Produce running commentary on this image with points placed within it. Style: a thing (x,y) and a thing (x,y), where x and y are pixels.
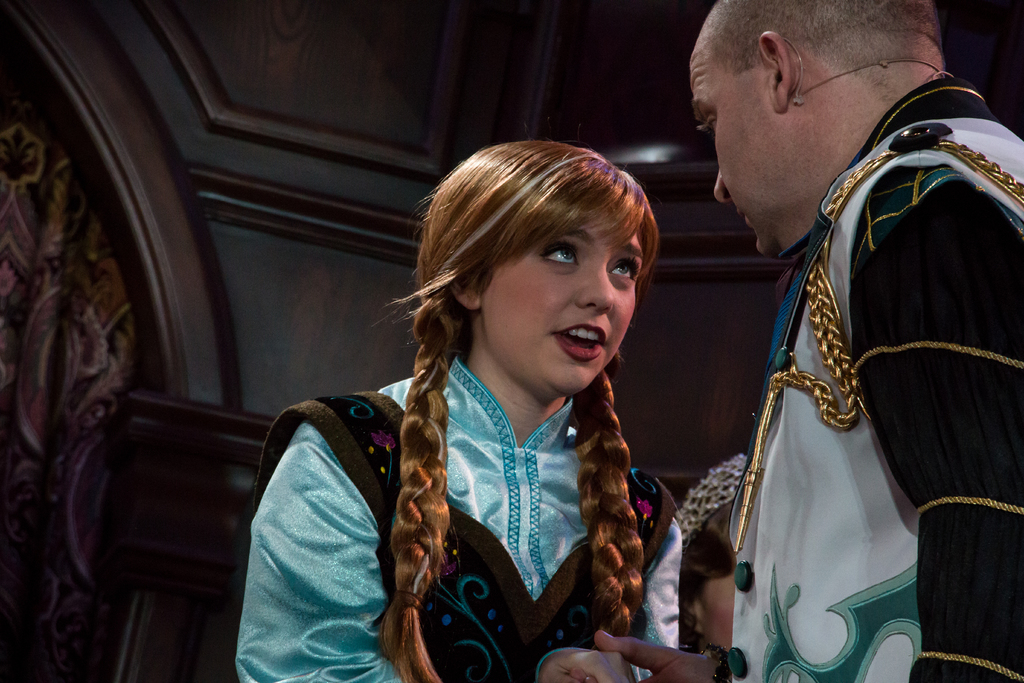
In this image, we can see a man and a girl (611,519). In the background (309,133), there is building (509,108).
